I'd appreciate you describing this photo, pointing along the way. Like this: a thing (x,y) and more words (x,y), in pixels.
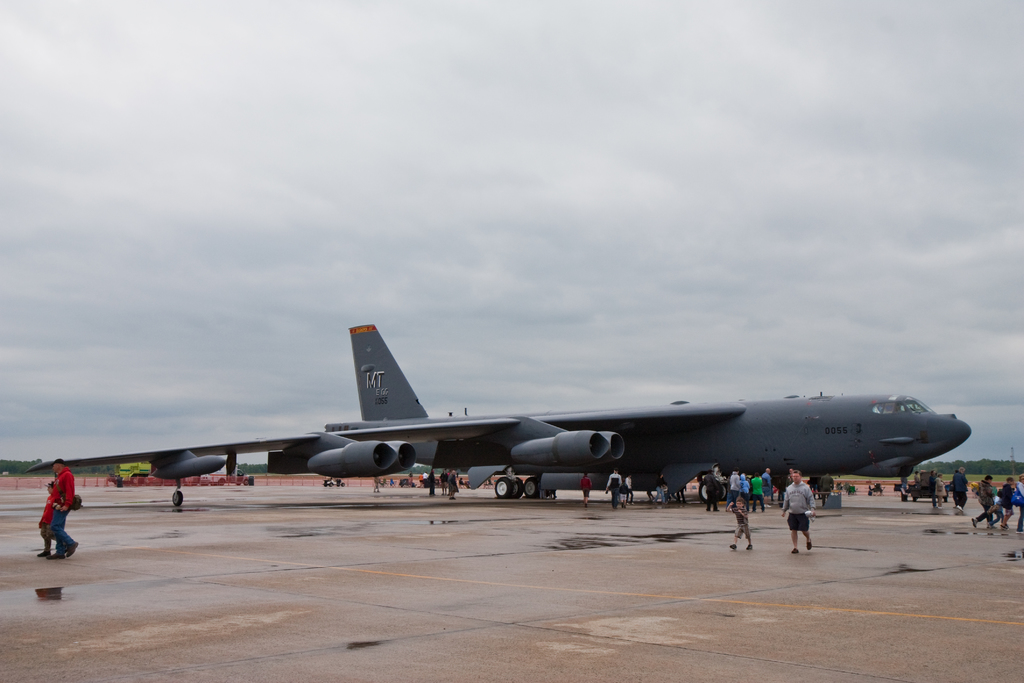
In this picture I can observe an airplane (585,454) which is in grey color in the middle of the picture (473,453). There are some people (736,488) walking on the land (617,510) in this picture. In the background (521,275) there are some clouds (397,217) in the sky (447,222).
